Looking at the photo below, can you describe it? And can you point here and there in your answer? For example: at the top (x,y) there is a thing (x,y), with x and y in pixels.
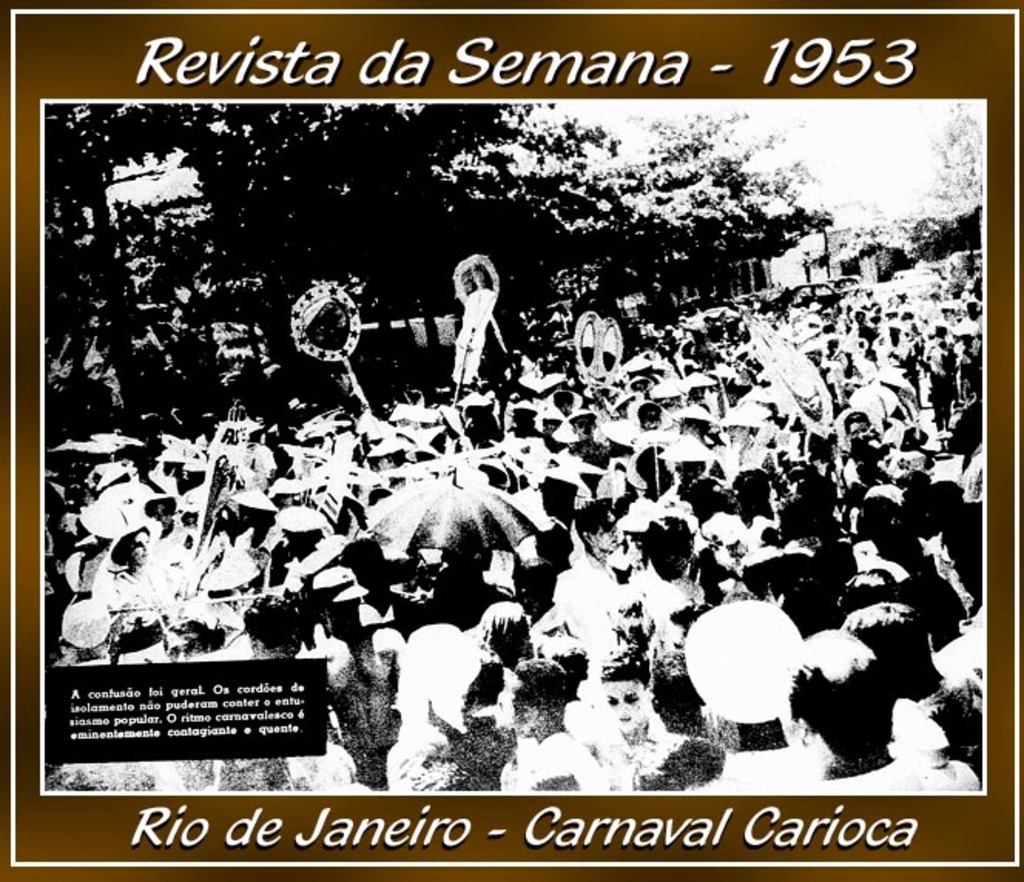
In this image there is a photo (436,315), in the photo (444,410) there are many people (436,437), trees (747,222), vehicles (781,308), there is some text (351,837) written on the photo (299,587).
